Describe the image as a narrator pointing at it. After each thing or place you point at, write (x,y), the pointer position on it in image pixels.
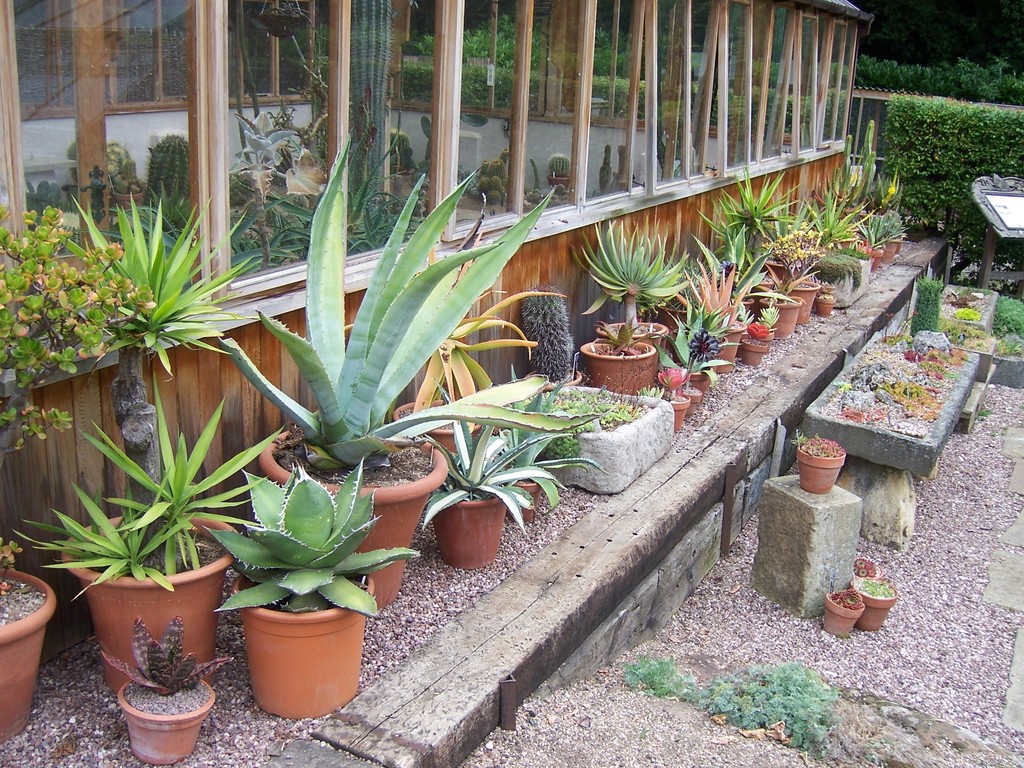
In this image I can see many house plants (170,558) are placed on the ground (281,734). At the top (670,250) there is a wall (615,230) made up of wood (524,269) and also I can see the glass (297,152). In the top right (919,115) there are many plants (959,120).
